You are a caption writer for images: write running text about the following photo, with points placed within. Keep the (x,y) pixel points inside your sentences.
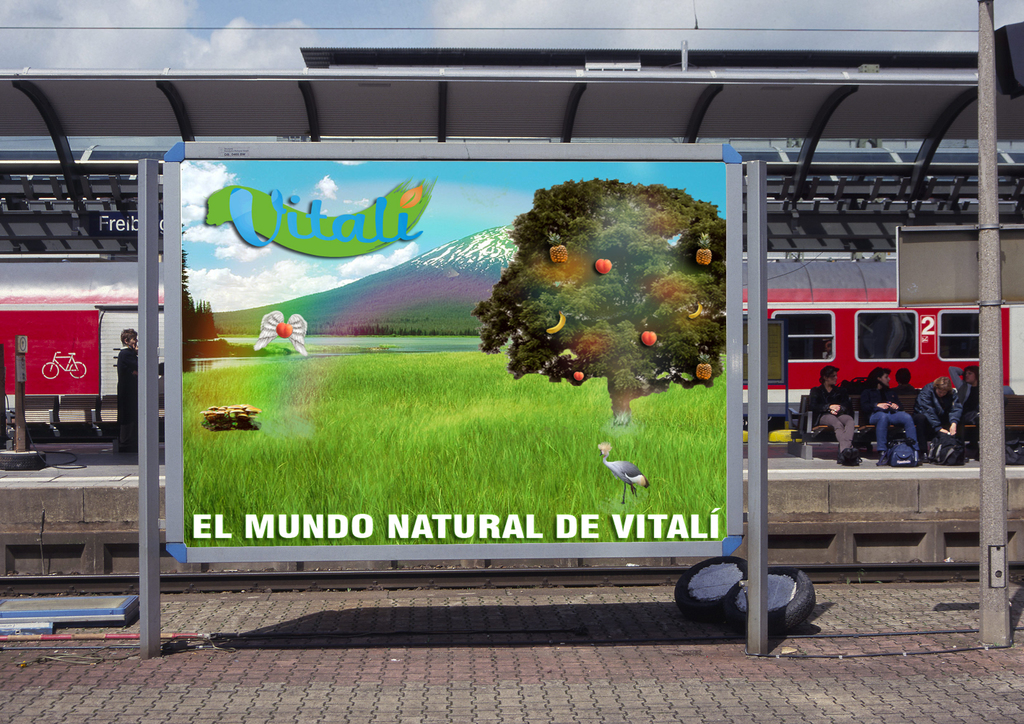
In the picture I can see a board (340,484) on which I can see some text (268,528) and images (549,444) are displayed, here I can see railway tracks (850,571), people (836,415) among them few are standing and few are sitting on the platform (93,497) and I can see a train (39,339), roof (811,124), wires (771,30), poles (148,353) and the sky (341,30) with clouds (281,31) in the background (258,56).
